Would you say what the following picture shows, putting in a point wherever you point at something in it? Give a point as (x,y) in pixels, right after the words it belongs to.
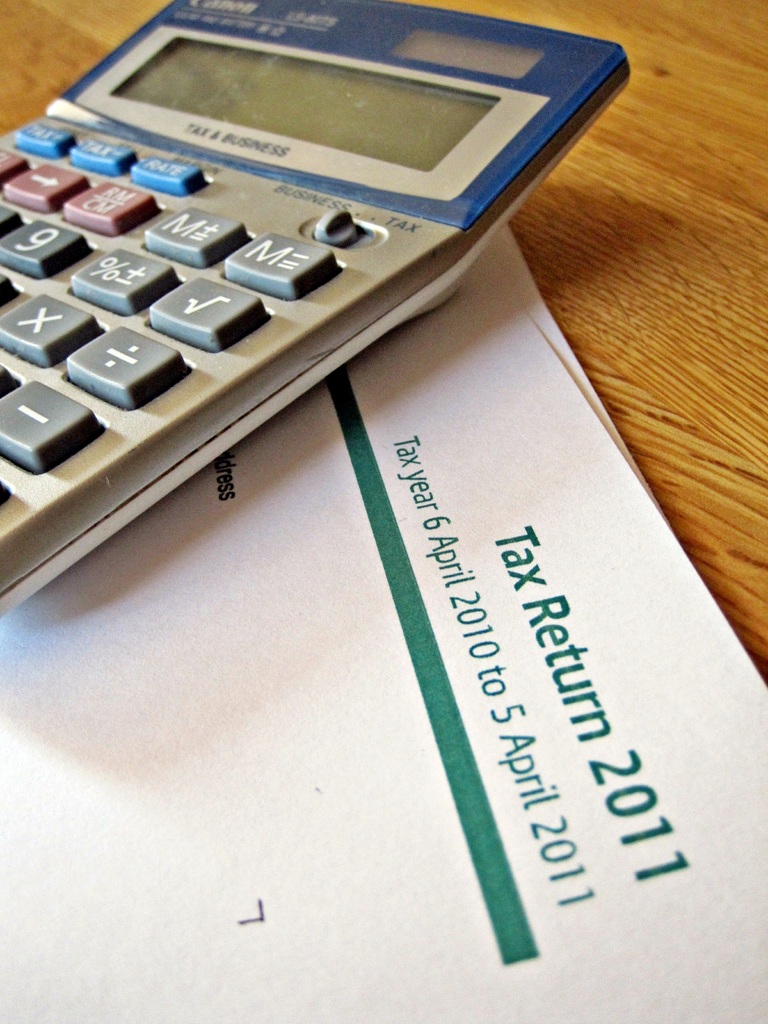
This image consists of papers (391,514) and a calculator (231,28) kept on a table (680,390).
